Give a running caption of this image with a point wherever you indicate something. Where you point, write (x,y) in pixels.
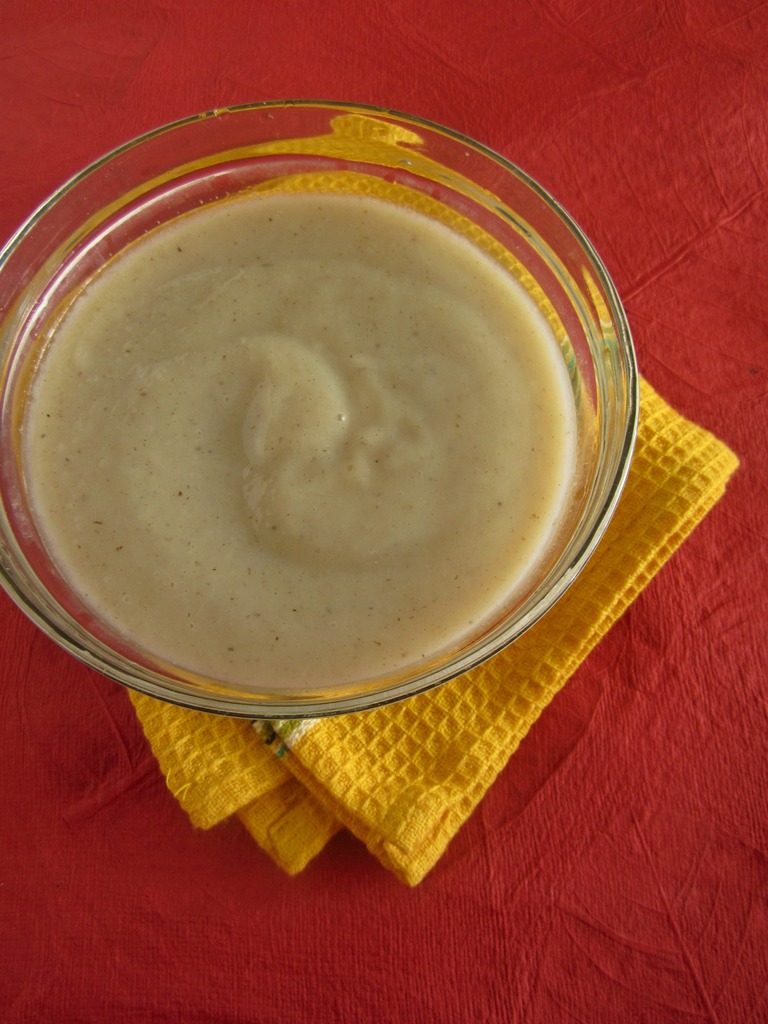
In this image I can see the glass bowl (199,479) with food (206,556) and the yellow color cloth (331,796). These are on the red color surface (277,921).
